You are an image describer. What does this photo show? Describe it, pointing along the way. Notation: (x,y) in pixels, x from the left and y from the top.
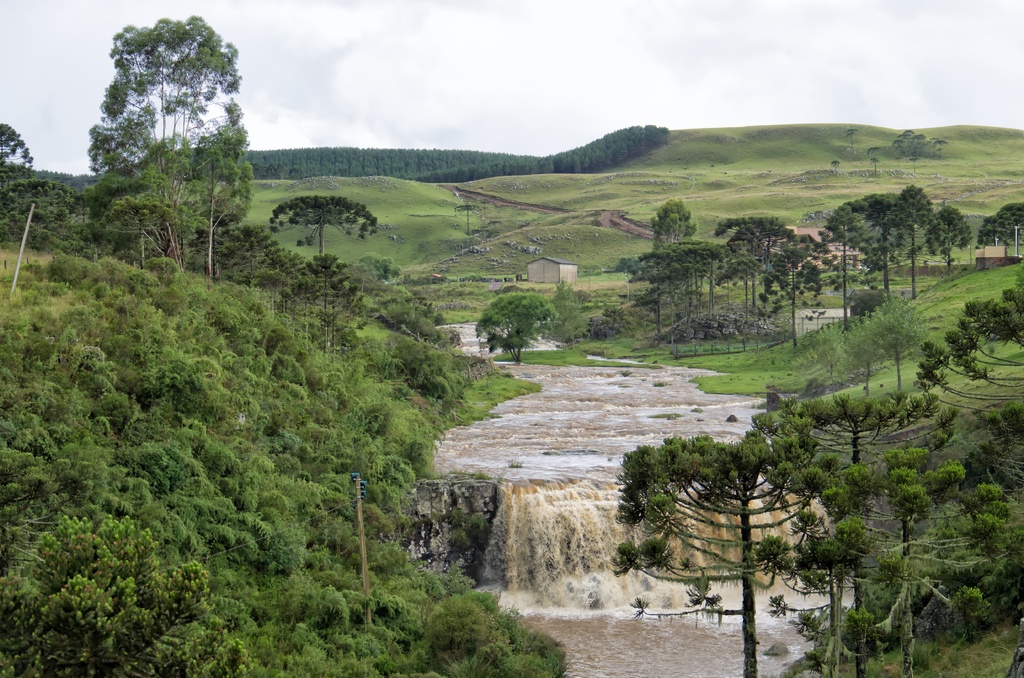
In the foreground of this image (595,551), there is waterfall (563,507). On either side, there are trees (968,346). In the background (752,160), there is grassland (518,195), trees (557,167) and the sky (518,78).
